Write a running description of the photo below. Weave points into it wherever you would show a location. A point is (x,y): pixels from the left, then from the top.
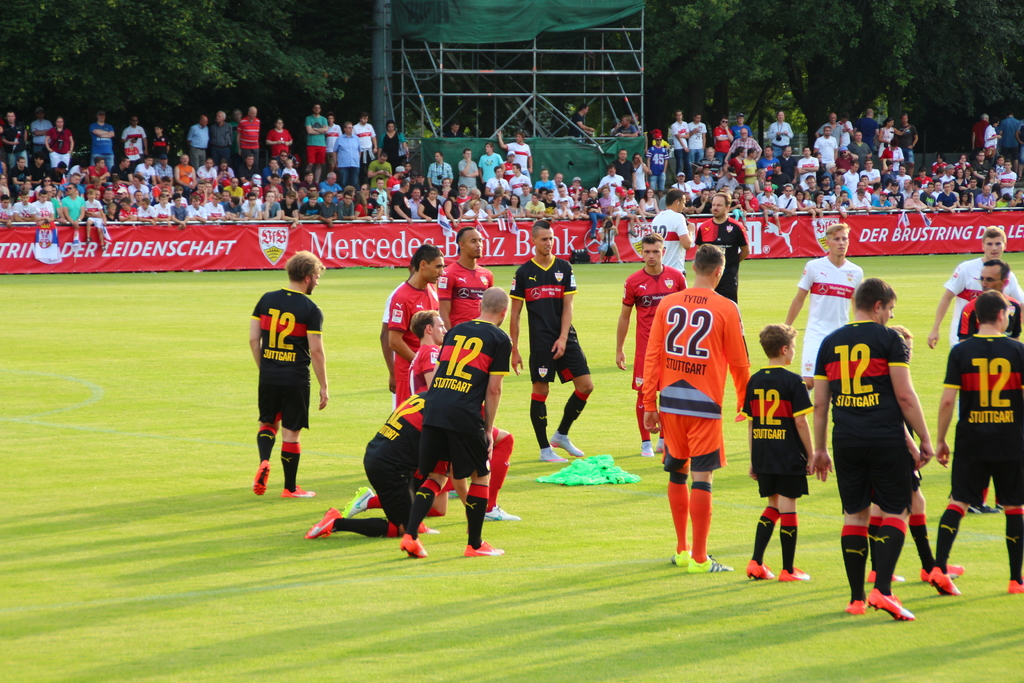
In the picture there is a ground (241,438) and all the players (584,401) are gathered in the ground (610,393) and there is a red banner (914,233) around the ground (164,276) and behind the banner (129,244) there is a huge crowd (873,181), behind the crowd (203,124) there are a lot of trees (696,62).
